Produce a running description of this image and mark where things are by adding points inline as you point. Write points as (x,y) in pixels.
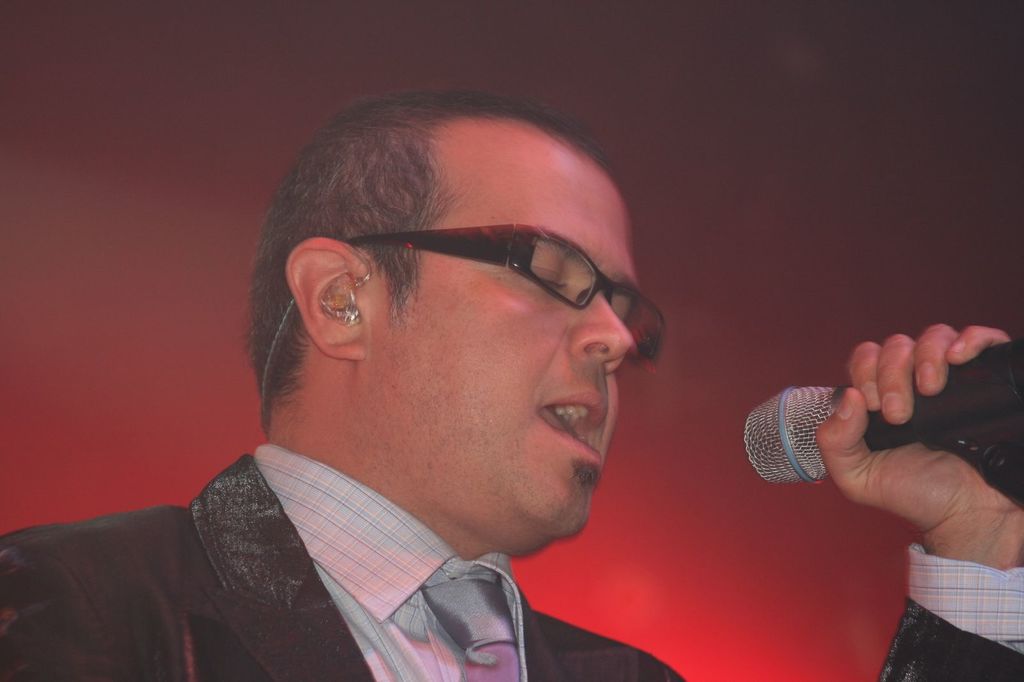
In the center (384,424) we can see one man (425,505) standing and holding microphone (781,420). And he is singing.
